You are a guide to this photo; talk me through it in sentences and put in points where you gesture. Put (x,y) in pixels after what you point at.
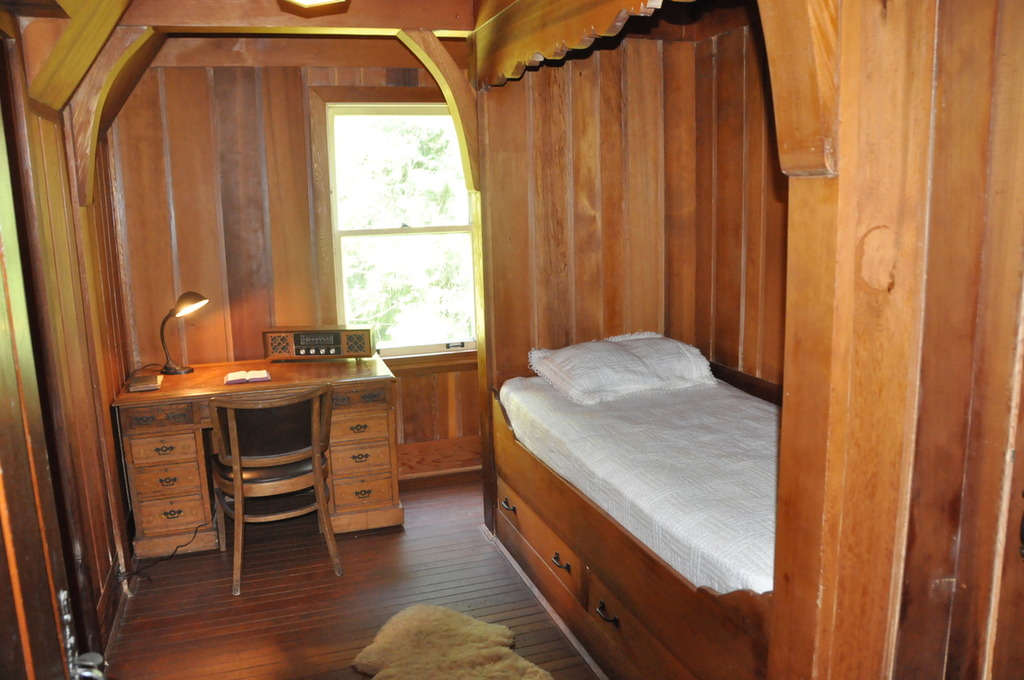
In this picture everything is wooden made, there is a white bed (615,374) to the right side of the image (688,516) and a lamp (171,367), a music system (296,345) placed on the table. There is also a glass window (427,332) attached to the wall (247,163).
